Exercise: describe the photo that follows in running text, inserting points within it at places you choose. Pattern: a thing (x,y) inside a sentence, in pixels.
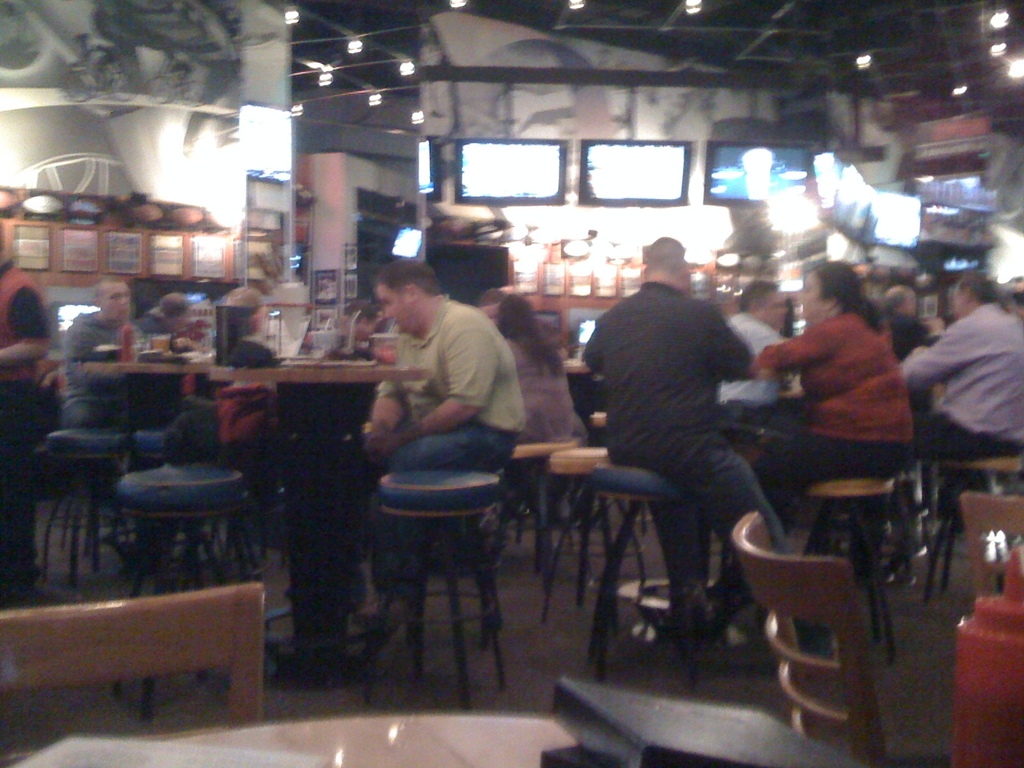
In the image we can see there are people (374,437) who are sitting on a chair (426,520) in front of them there is a table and on the back (520,162) there are TV screens (689,164).
